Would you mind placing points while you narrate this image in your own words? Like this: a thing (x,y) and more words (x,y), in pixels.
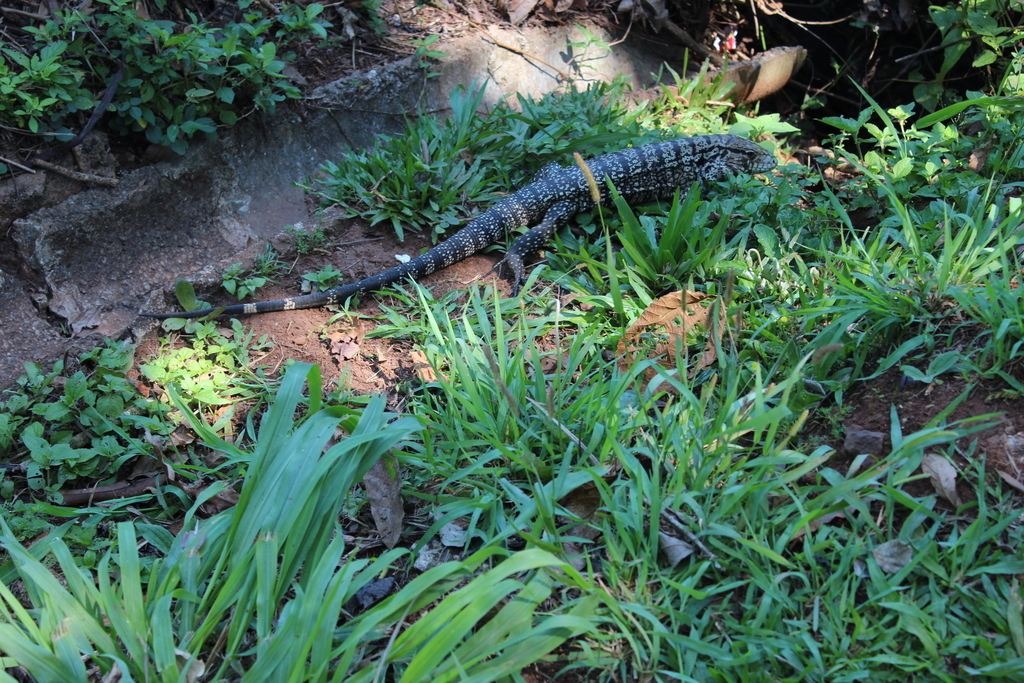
In this image we can see a reptile (686,165) on the ground (479,531) and there are some small plants (232,409) and grass (631,459) on the ground (850,473).
